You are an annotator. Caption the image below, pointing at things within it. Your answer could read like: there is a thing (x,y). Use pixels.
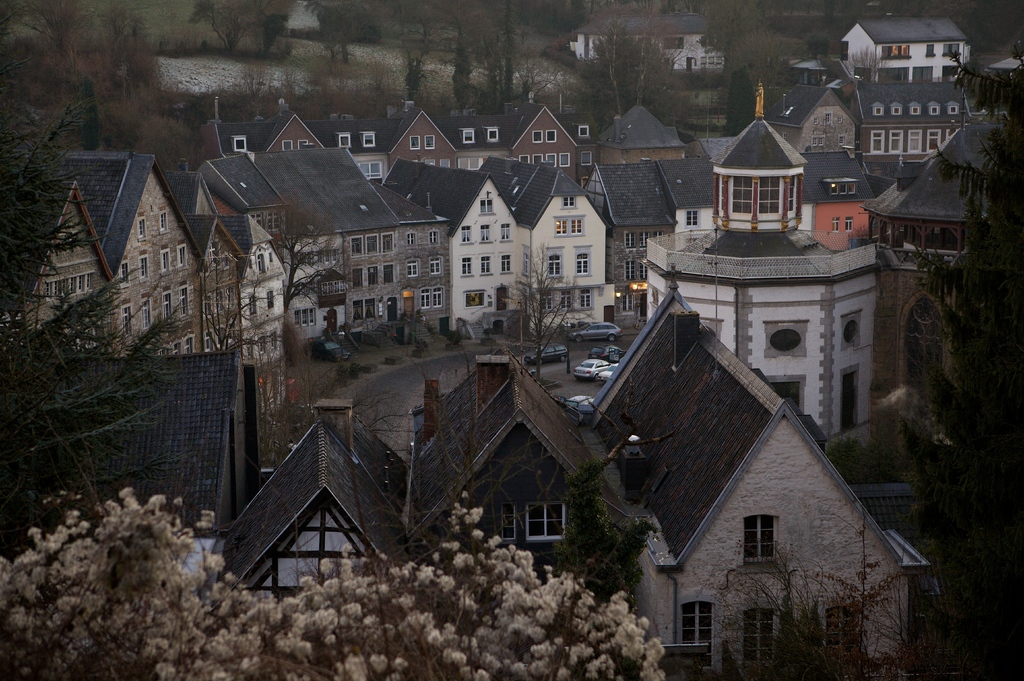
In this image there are trees (594,64), houses (503,164) and there are cars (541,354) on road (447,366).
